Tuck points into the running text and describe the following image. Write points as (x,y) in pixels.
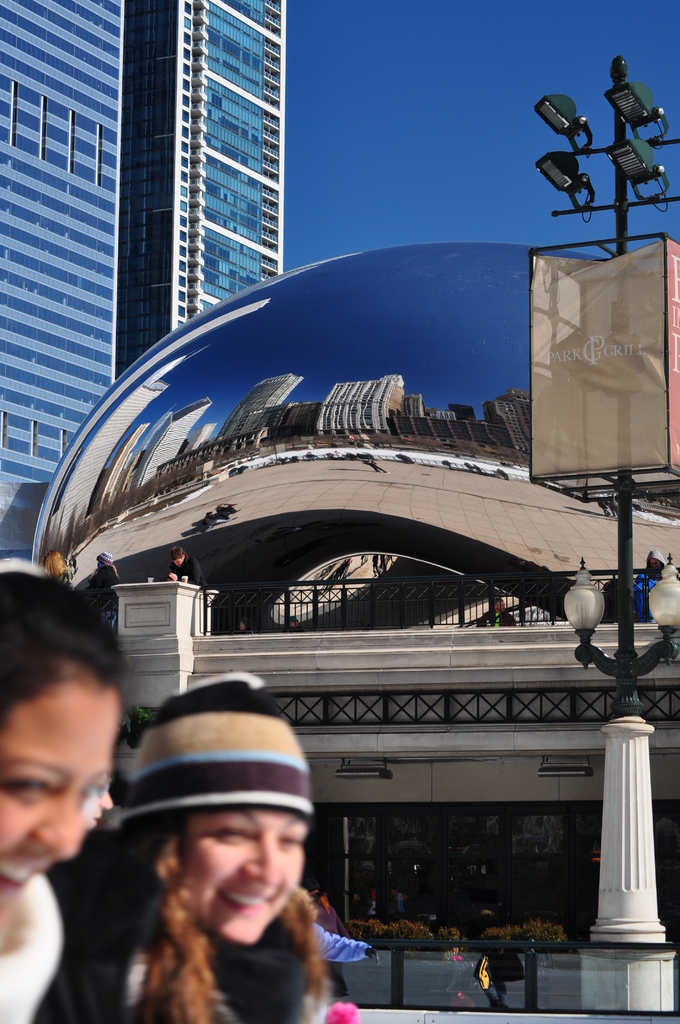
At the bottom left corner (97,1000) there are women (73,1009). In the background (12,424) there is a building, light pole (614,98), persons (368,955) and sky (389,129).
